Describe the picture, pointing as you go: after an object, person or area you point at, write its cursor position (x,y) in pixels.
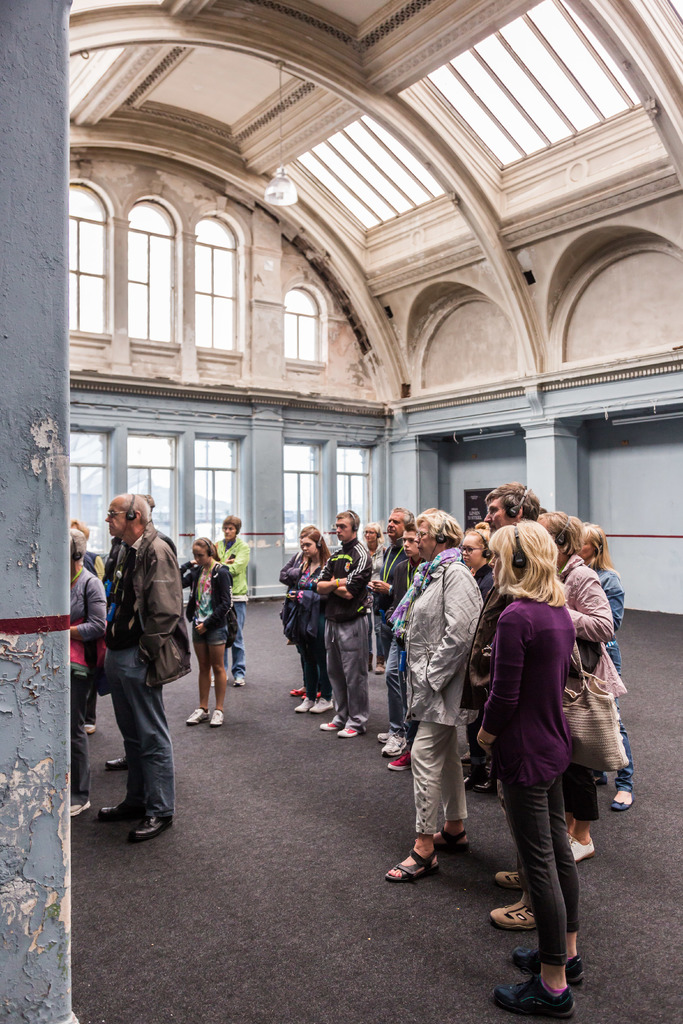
In the foreground (598,876) I can see a crowd (446,807) is standing on the floor (373,776). In the background (400,461) I can see windows (356,450), wall (460,415) and a rooftop (335,161) on which a lamp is hanged. This image is taken in a hall (306,788) during a day.
